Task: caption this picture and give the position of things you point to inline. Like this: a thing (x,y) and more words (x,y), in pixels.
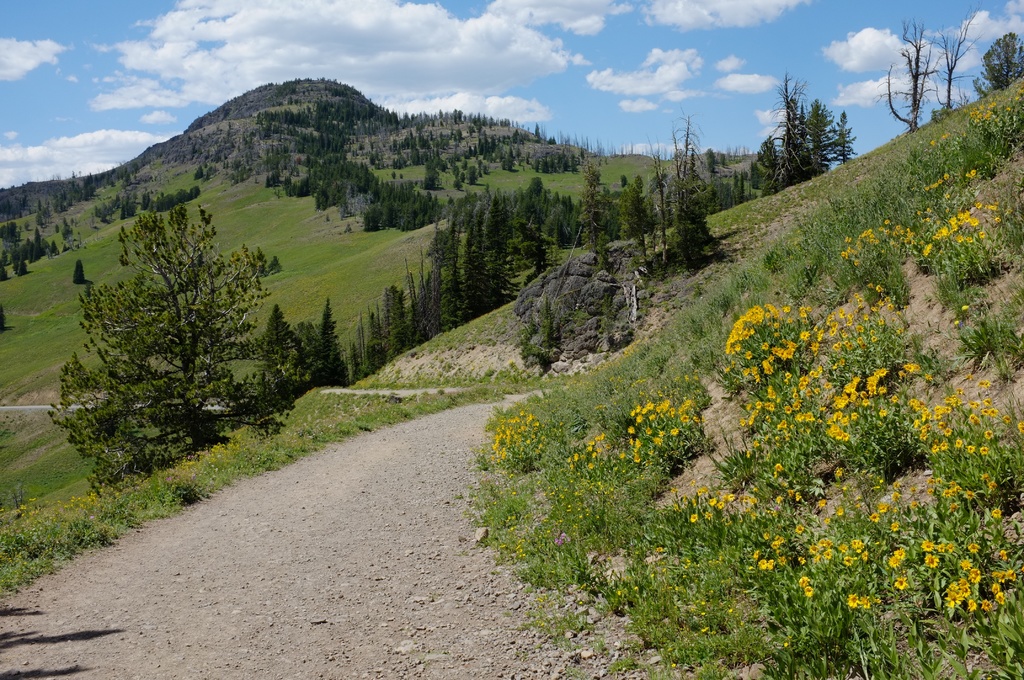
In this image I can see flower plants (512,430), the grass (695,376) and trees (447,282). These flowers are yellow in color. In the background (447,66) I can see the sky (419,98).
